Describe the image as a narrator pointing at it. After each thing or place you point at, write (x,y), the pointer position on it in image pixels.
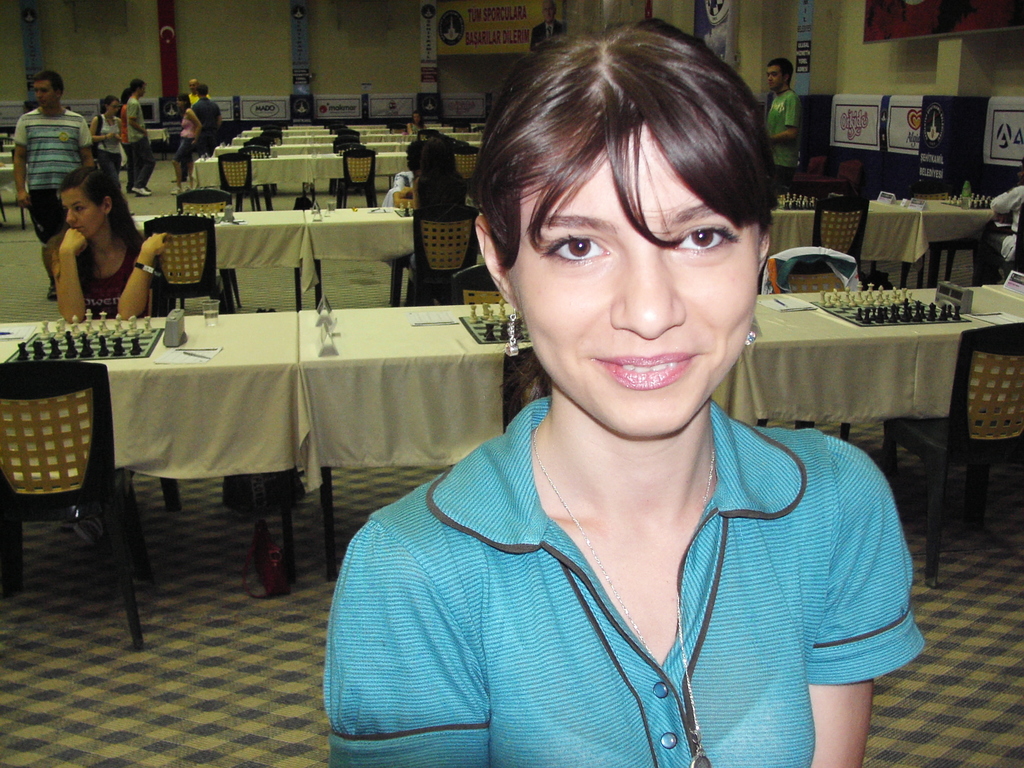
In this image I can see the person (449,556) with the blue and black color dress (471,621). In the background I can see many people (150,244). I can see few people (150,244) are sitting in-front of the table (323,369) and few people (81,157) are standing. I can see the chess boards (96,350) and pieces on the tables (408,360). To the right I can see many banners (932,186). In the background (906,184) I can see few more banners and the wall (185,54).
